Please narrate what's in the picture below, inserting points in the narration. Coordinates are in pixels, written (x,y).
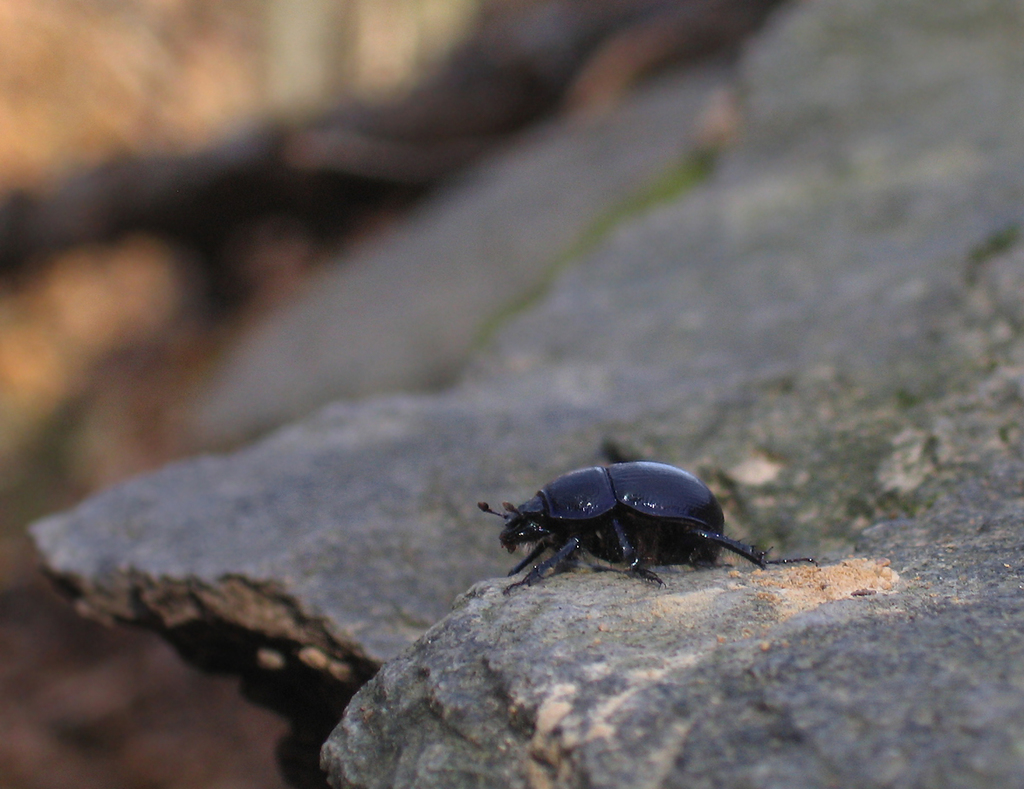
In this image there is a rock (725,557), there is sand (849,592) on the rock (841,601), there is an insect (586,526) on the rock (747,536), the background of the image is blurred.
